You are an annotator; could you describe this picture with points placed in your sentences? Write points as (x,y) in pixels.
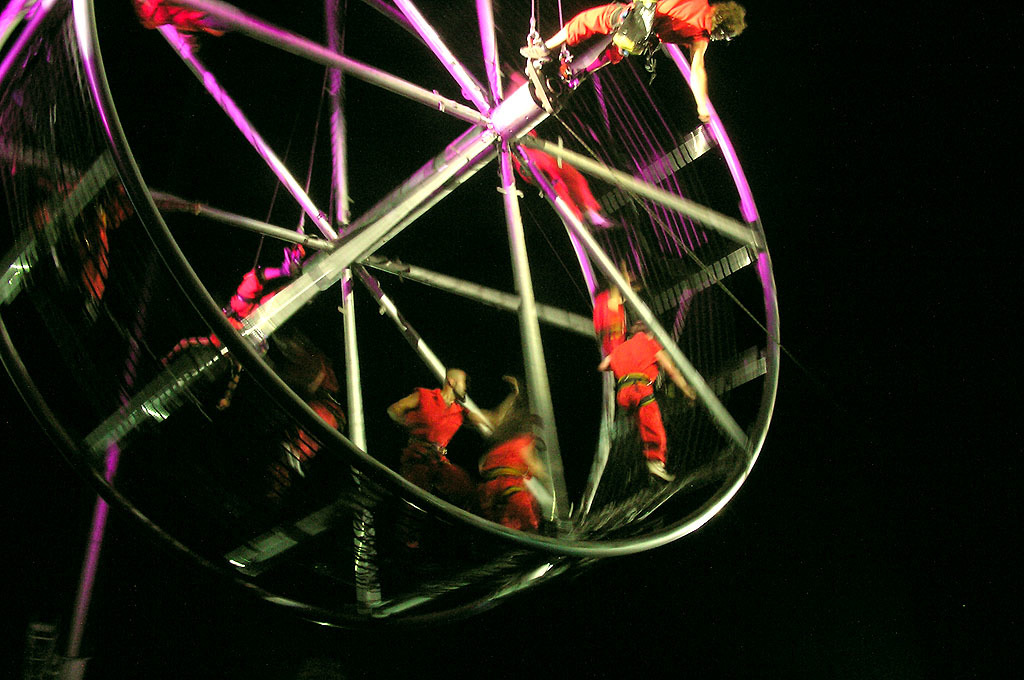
In this image I can see a wheel (293,299), on the wheel (600,444) I can see few persons (419,401), they are wearing red color dress (609,354).
